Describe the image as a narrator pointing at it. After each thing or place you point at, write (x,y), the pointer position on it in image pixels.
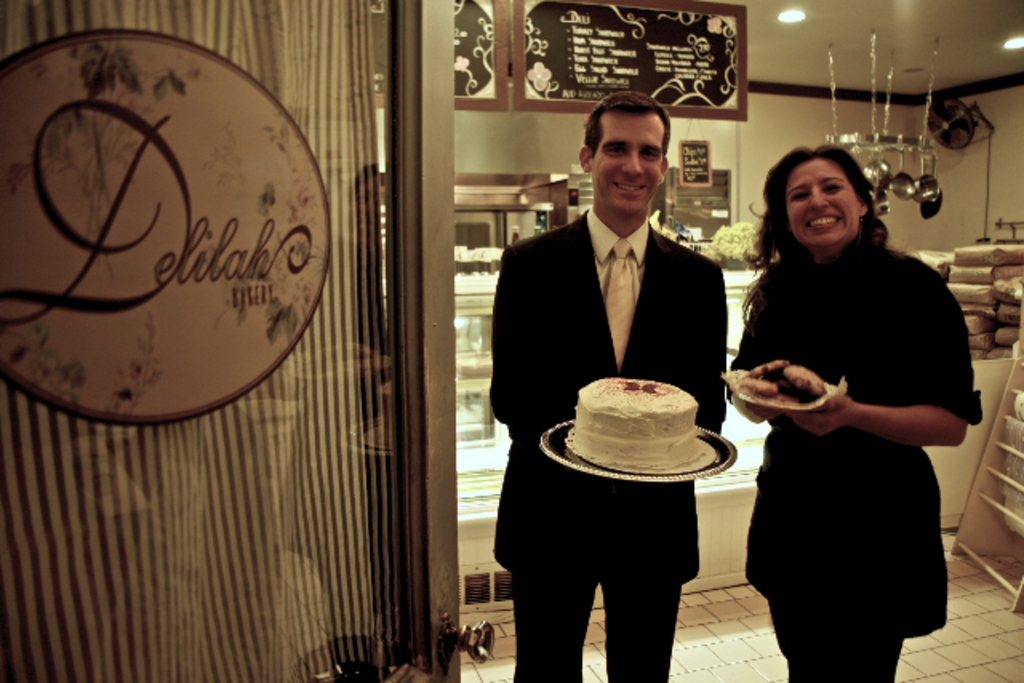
In this image we can see two people (520,361) holding the objects (732,451), around them there are some other objects (725,23), at the top of the roof (852,53), we can see some lights (783,19) and other objects (890,83) hanged, on the left side (231,112) we can see a door (452,278) and a curtain (204,453) with the board (63,228).
